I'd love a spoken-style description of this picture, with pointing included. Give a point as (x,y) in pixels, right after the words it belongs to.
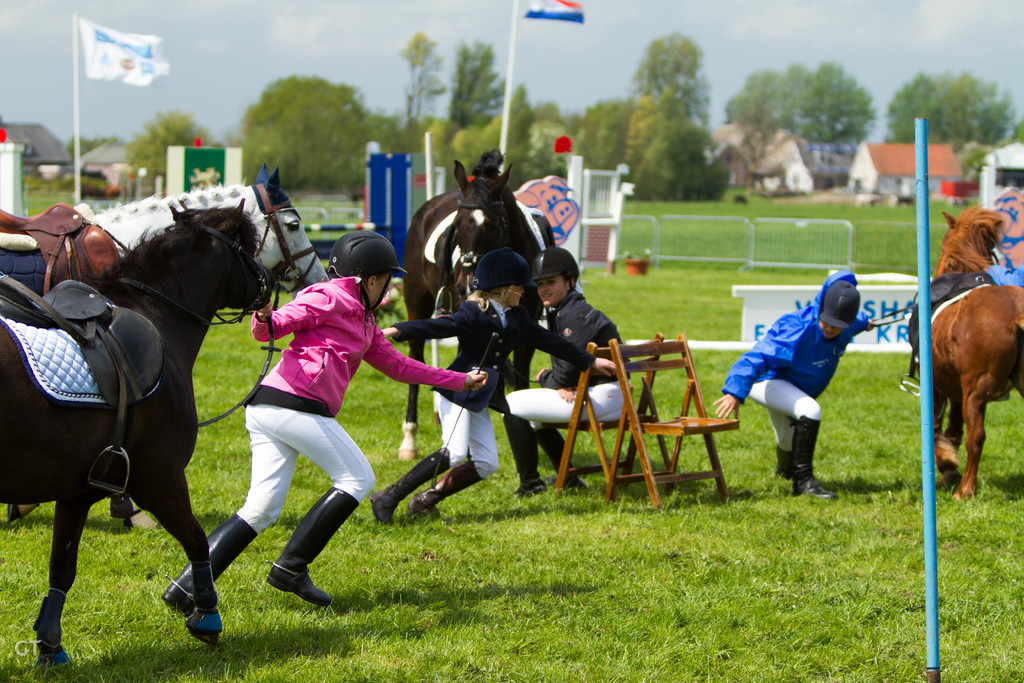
In the foreground (419,338) I can see four kids (505,366) and four horses (179,356) on the grass (755,511). In the background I can see a fence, flags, poles (571,212), chairs (682,344), houses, trees (387,134) and the sky (134,22). This image is taken may be on the ground (506,452) during a day.
